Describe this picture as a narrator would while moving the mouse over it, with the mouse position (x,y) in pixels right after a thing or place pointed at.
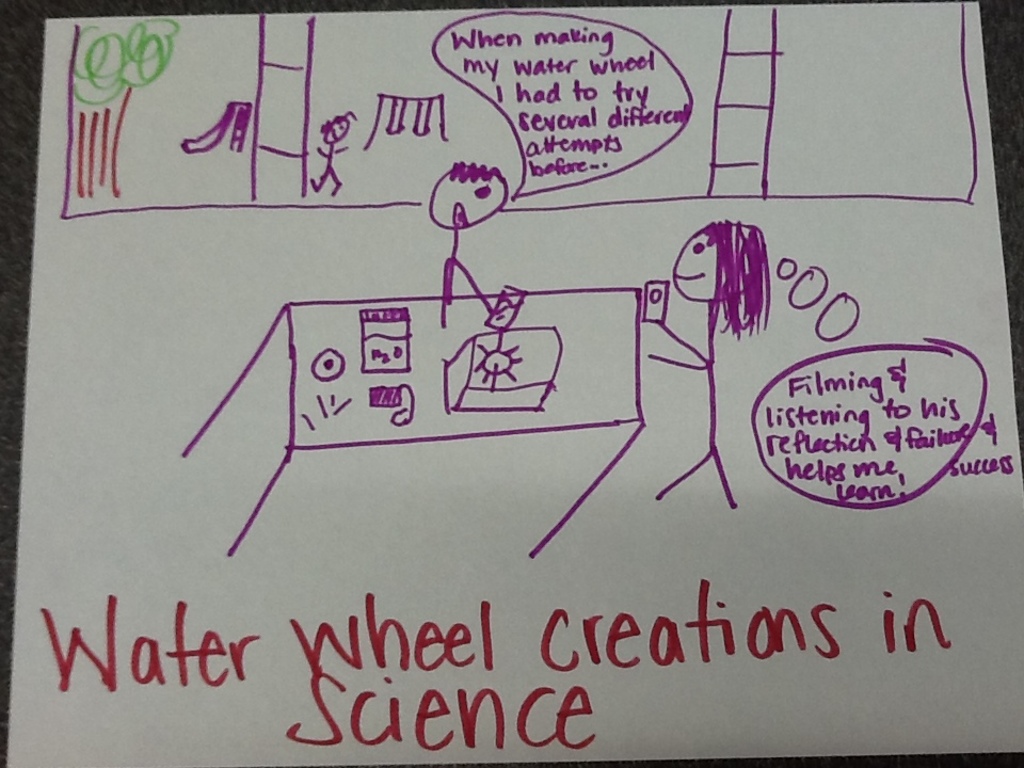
In this image, we can see the drawing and some text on the white paper (95,552).
